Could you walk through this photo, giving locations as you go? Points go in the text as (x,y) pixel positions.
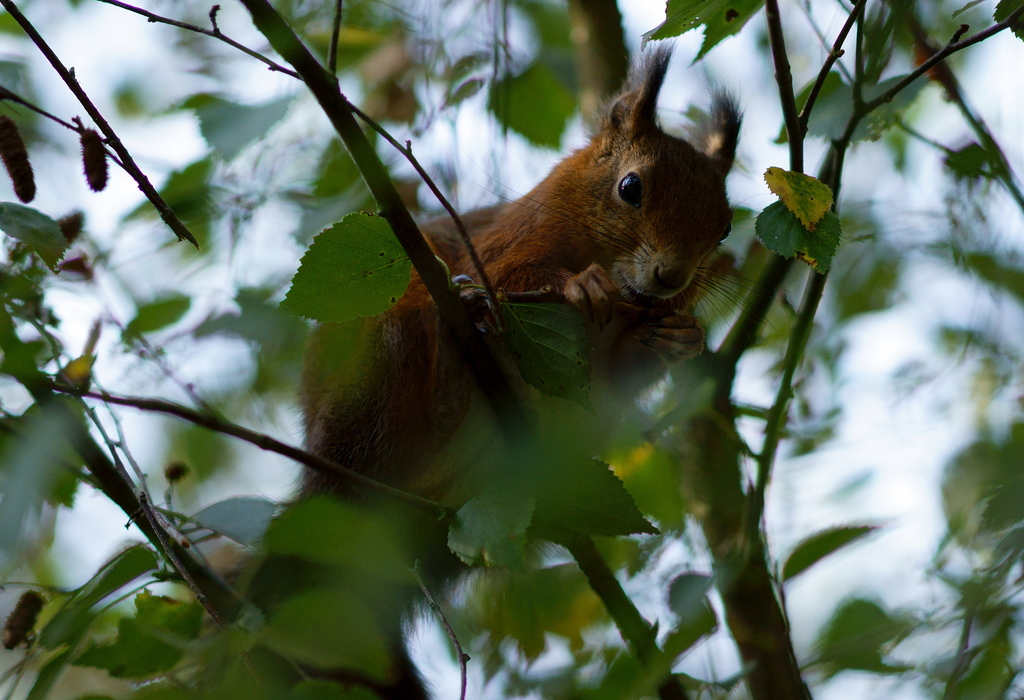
In the middle (393,453) I can see an animal (618,133) on the branch (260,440) of a tree (513,339). In the background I can see the sky (111,41). This image is taken may be during a day.
